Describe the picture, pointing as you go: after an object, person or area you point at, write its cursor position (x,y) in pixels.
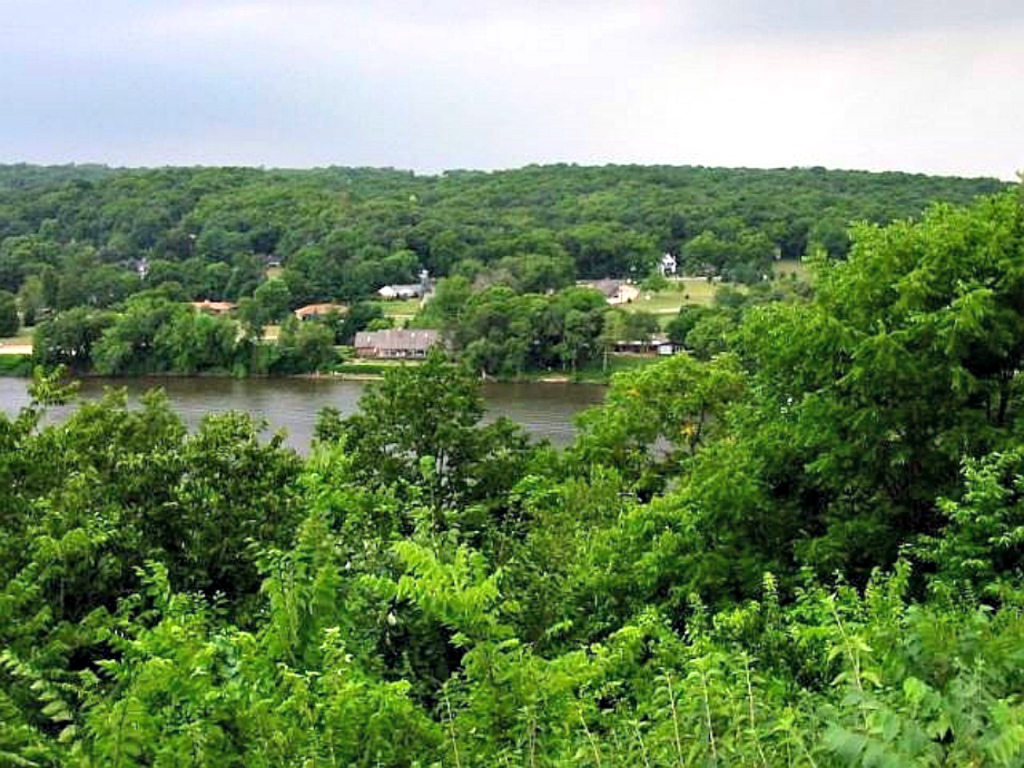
In this image I can see number of trees (658,231), number of buildings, clouds (481,73) and the sky (507,150). I can also see water (537,400) in the centre of the image (517,396).
